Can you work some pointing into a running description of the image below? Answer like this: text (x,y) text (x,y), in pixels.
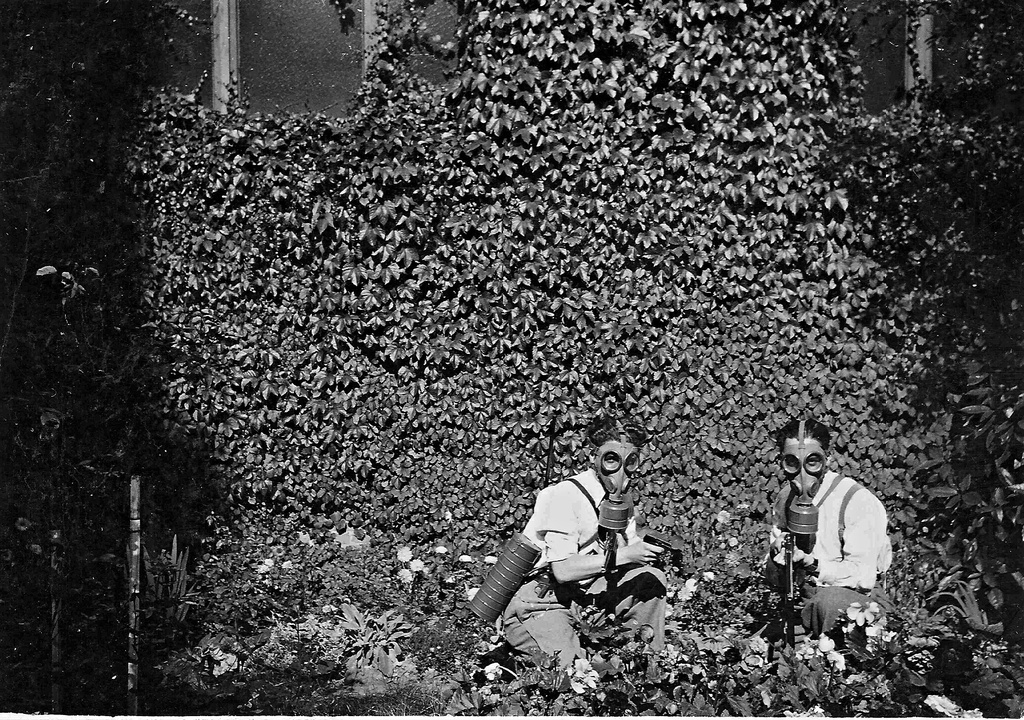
In the image there are two persons (813,558) with mask (803,531) and guns (662,544) sitting on grass land (372,702) and plants (714,660) all over it, behind them there is a plant (607,222) on the wall (1011,16), this is a black and white picture.
